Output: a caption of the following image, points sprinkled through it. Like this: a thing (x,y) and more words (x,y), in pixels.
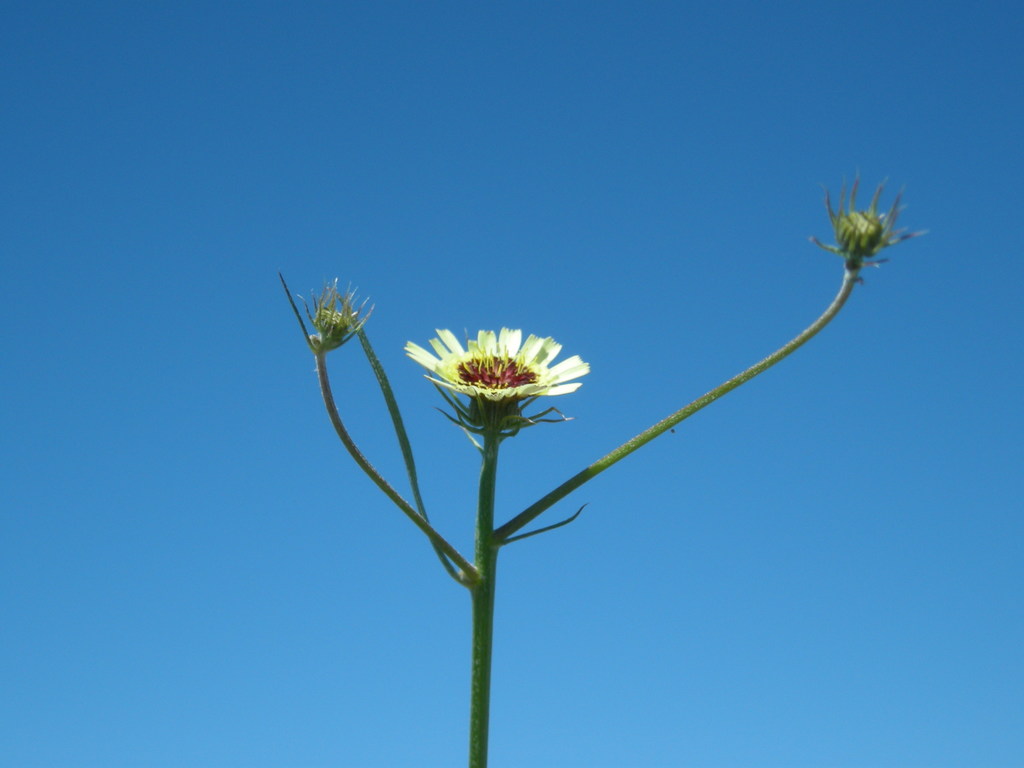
There is a white color flower (450,364), buds (329,345) and leaves (428,540) on a stem (480,698). In the background (737,538) it is blue.
